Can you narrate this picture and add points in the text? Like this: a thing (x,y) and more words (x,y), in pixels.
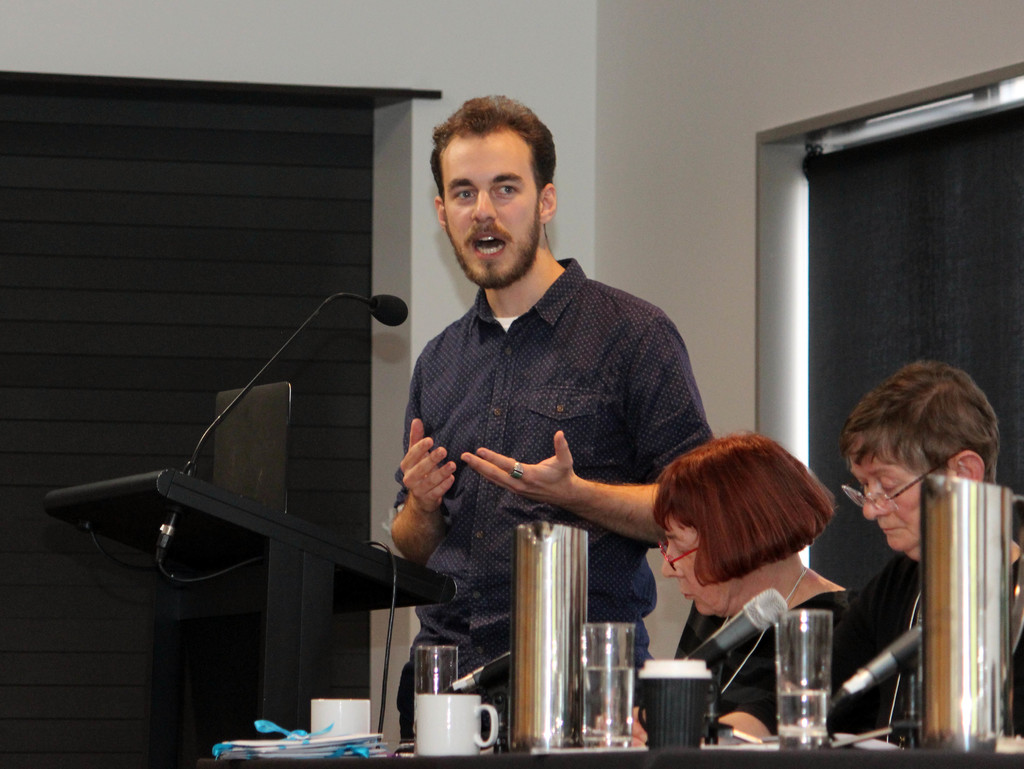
This image is taken indoors. In the background (584,203) there is a wall (750,193) with a door (184,256) and a window (891,258). At the bottom of the image (619,735) there is a table (571,761) with many things (673,719) on it. On the right side of the image (774,513) two women (892,514) are sitting on the chairs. In the middle of the image (511,490) a man (537,431) is standing and talking and there is a podium (276,675) with a mic (392,300).
